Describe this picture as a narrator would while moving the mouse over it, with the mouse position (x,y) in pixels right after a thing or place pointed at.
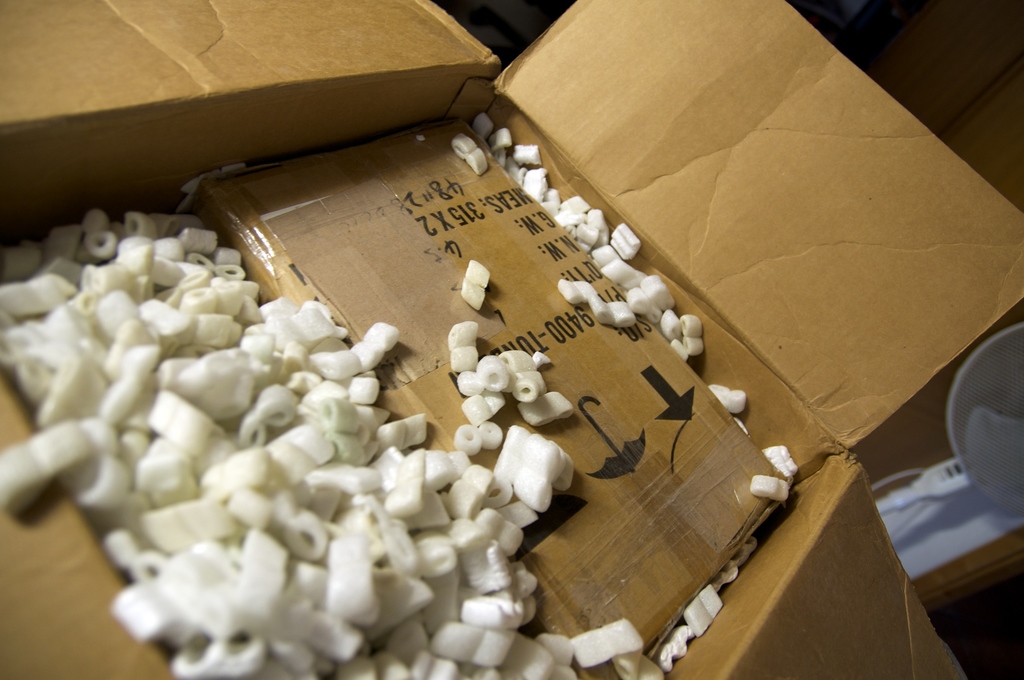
In this picture we can see a few white objects (509,554) in a box (475,68). There is a white object (976,384) on the right side (999,380).
